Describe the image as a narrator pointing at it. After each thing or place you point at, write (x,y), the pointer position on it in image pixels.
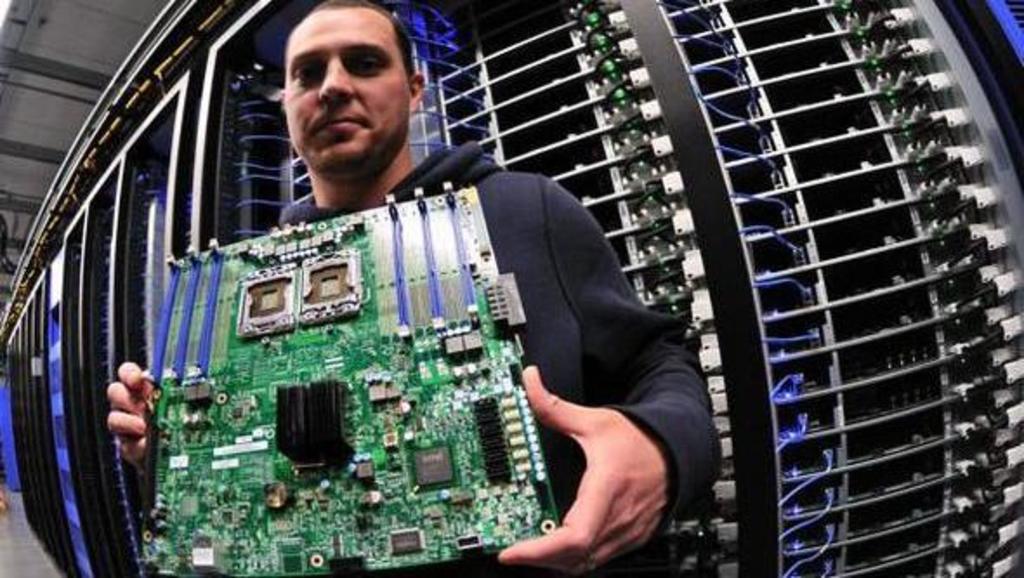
In this image I can see the person (682,345) holding the chipboard (285,384). In the background (64,342) I can see the data-center (810,391).
